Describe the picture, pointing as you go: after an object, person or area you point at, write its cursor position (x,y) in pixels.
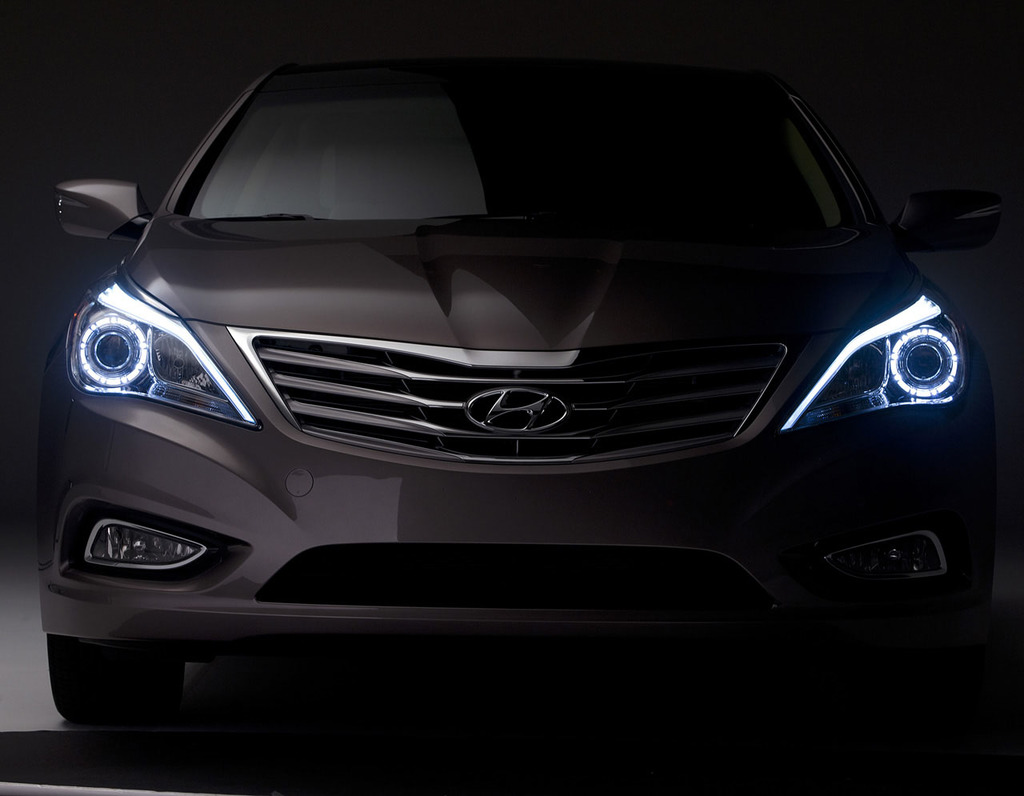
This is an image clicked in the dark. Here I can see a car (556,370) on the floor (327,700).
